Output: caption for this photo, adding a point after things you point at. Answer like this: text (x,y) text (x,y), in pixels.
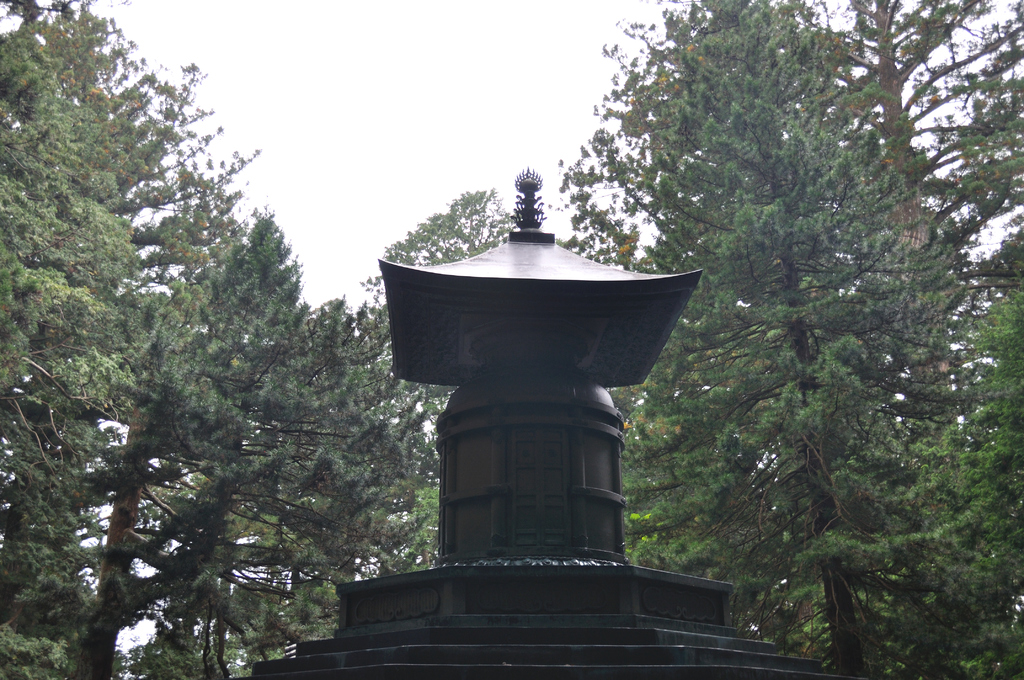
In the center of the image (420,310) there is a black color memorial (482,337). In the background of the image (489,239) there are trees (148,128) and sky (351,142).
